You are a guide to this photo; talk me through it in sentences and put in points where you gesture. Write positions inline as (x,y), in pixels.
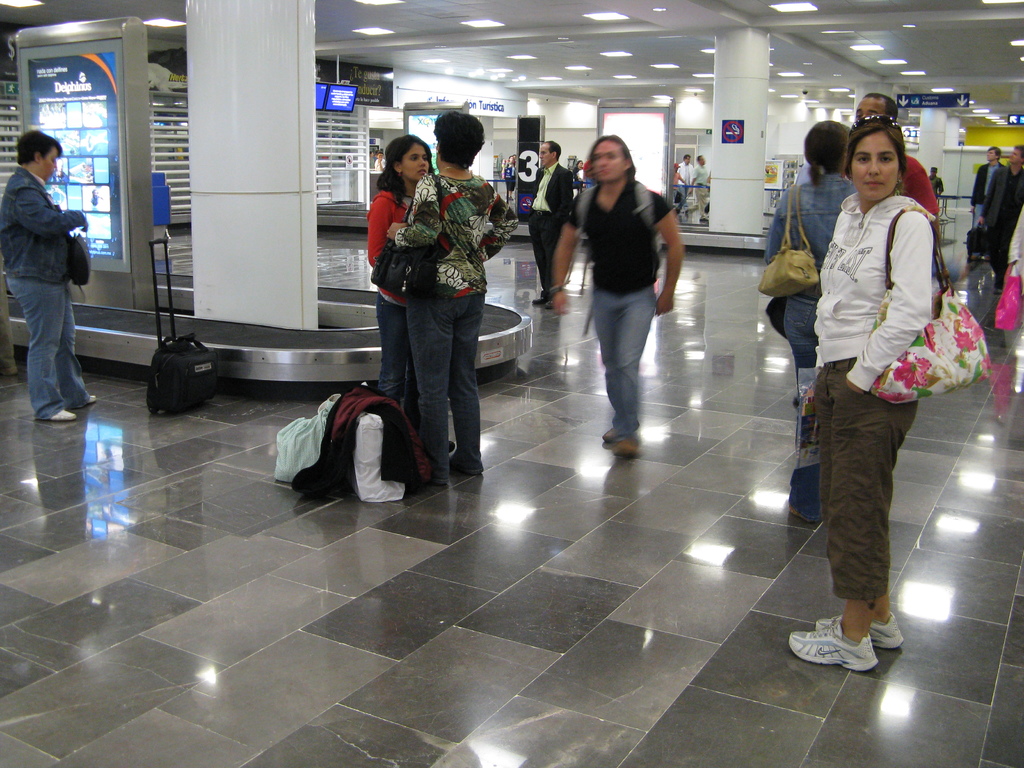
In this image we can see some group of persons (44,300) standing some are walking, carrying bags (917,363) and there are some persons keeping their bags (169,388) on the floor (128,405) and in the background of the image (376,135) there are some stores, lights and pillars (743,51).
